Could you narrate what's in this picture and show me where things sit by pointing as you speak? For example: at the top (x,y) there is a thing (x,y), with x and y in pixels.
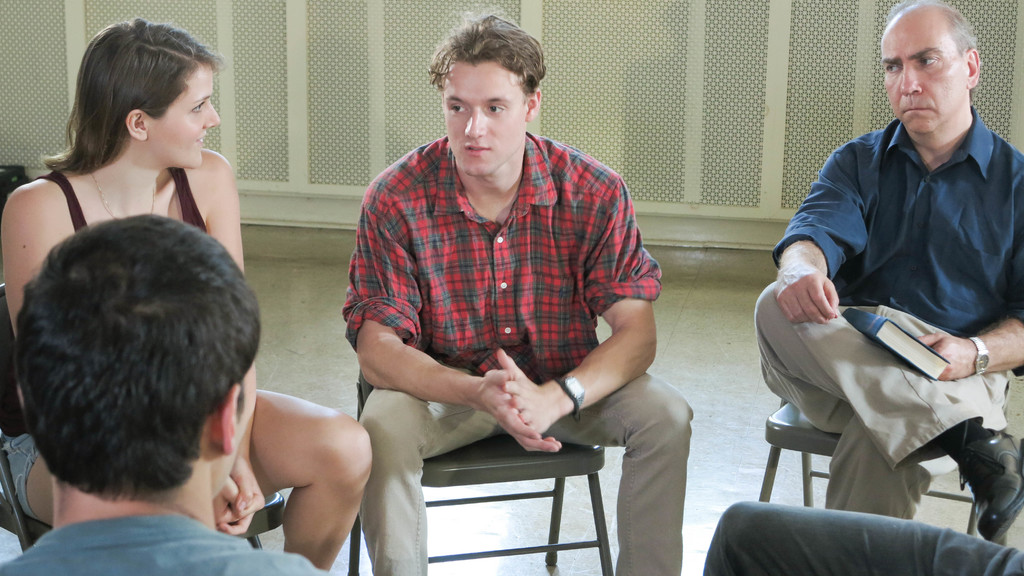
This picture is taken inside the room (342,492). In this image, we can see a group of people (944,172) sitting on the chair (248,531). In the background (712,40), we can see a white color wall (712,40).
